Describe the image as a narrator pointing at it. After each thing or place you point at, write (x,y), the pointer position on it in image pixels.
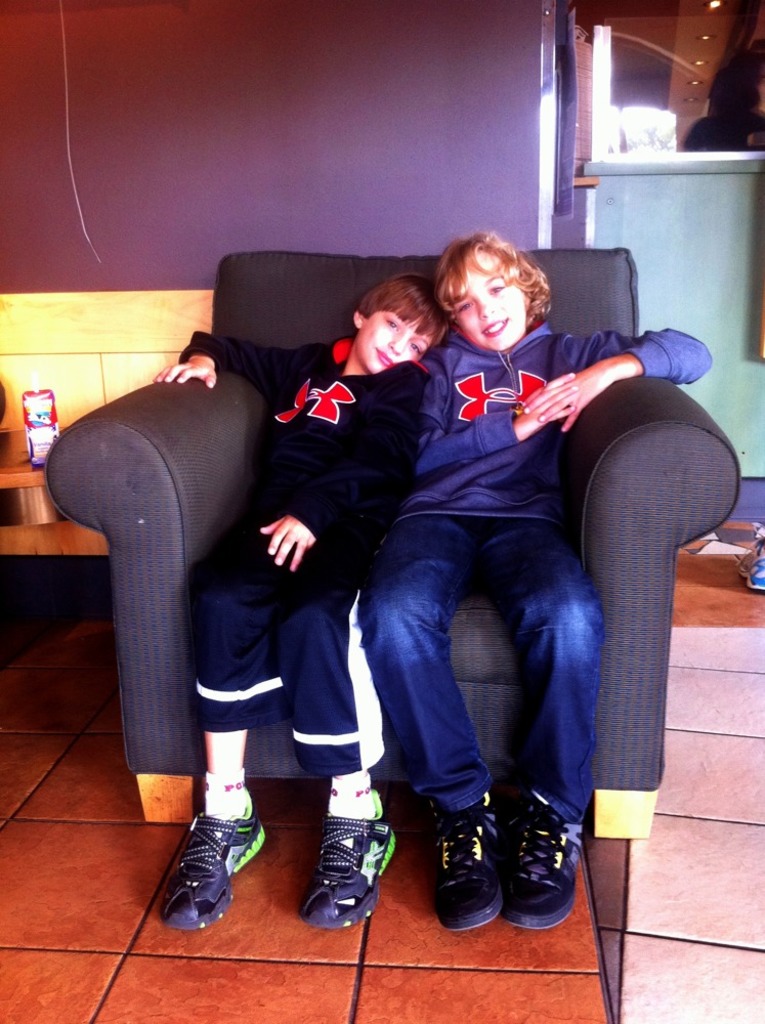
In this picture there are two children (492,365) sitting on the couch (600,589). Right person (470,465) is wearing blue hoodie (502,454), jeans (571,709) and shoe (489,912). Beside him there is a boy (346,489) who is wearing black trouser (290,596) and shoe (384,855). Backside of them we can see the drink (45,413) on the table (7,466). In the right (752,430) background (749,258) there is a door (764,260).
